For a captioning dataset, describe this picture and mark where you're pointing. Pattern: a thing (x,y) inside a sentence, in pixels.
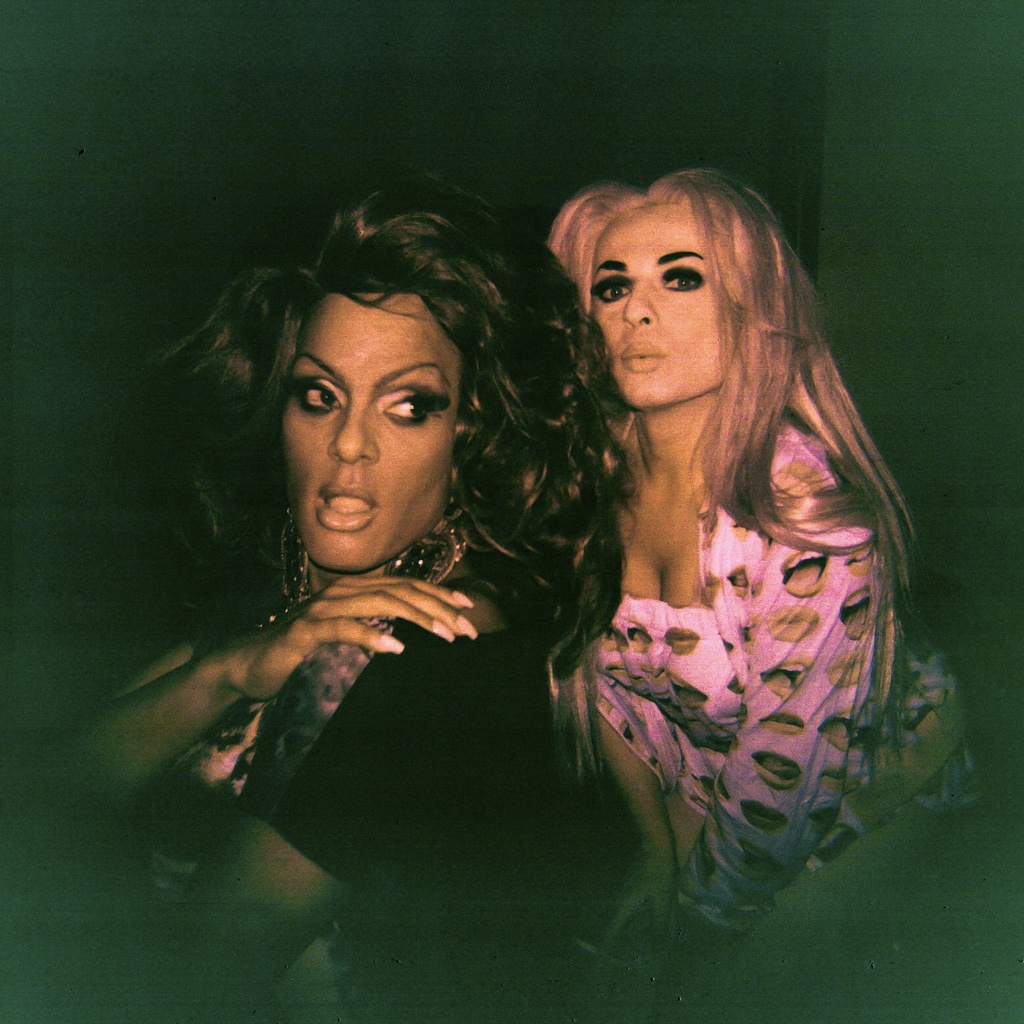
In the image we can see there are women (665,651) standing and background of the image (603,123) is dark.
